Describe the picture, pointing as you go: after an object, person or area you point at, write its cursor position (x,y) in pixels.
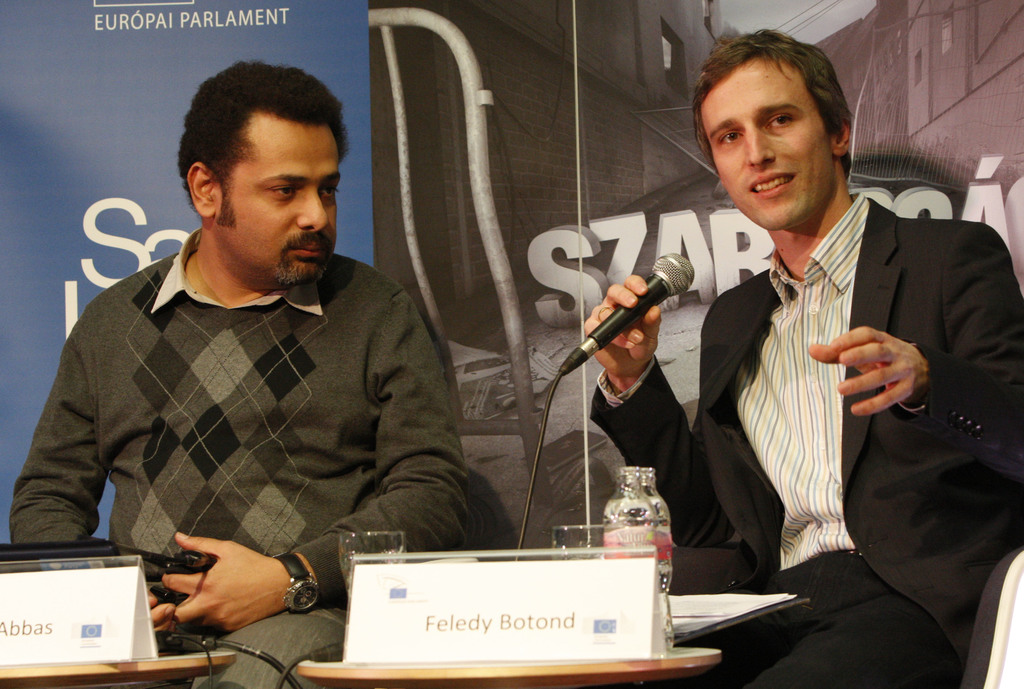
Two persons (388,303) are sitting there and one person (851,401) wearing a black coat (708,374) is holding a mic (640,306) and smiling. And another person (292,466) is wearing a watch (298,580). And in front of them there is a small table (683,658) and two name plates (483,604) are there. On the table (658,661) there are bottles (607,530) and glasses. Behind them there are some banners (607,139).
